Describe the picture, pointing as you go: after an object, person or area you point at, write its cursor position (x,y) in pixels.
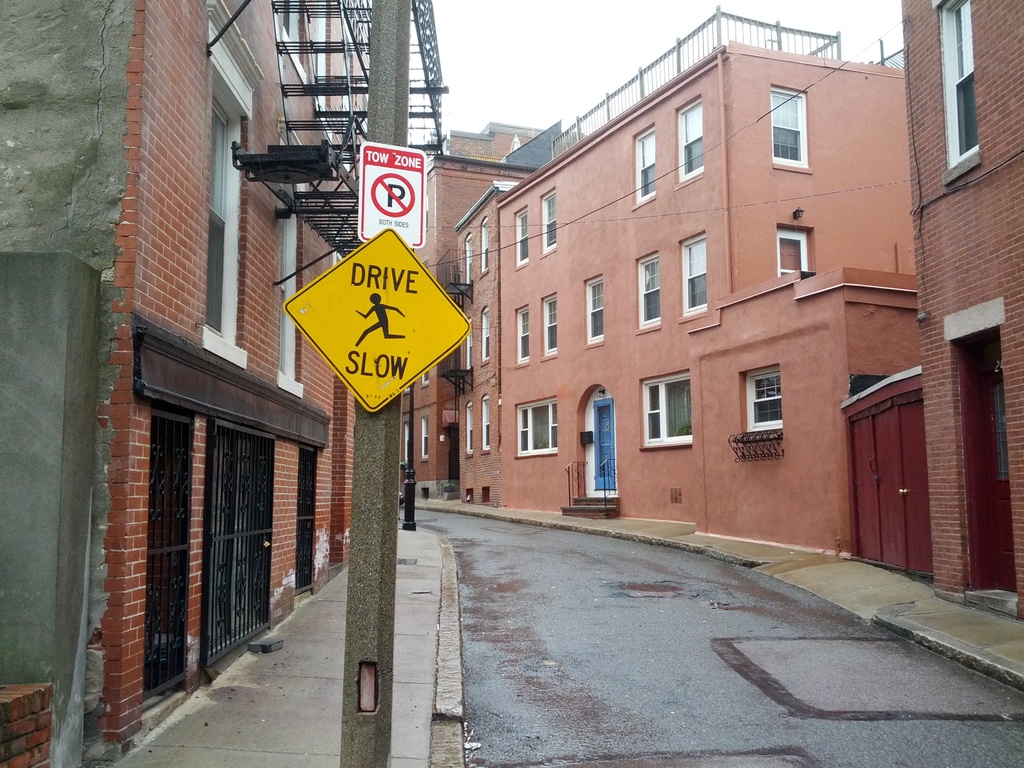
In the image i can see a buildings (516,260) with windows (520,316), doors (610,433), gates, electric poles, road (525,568) and other objects (386,354).
